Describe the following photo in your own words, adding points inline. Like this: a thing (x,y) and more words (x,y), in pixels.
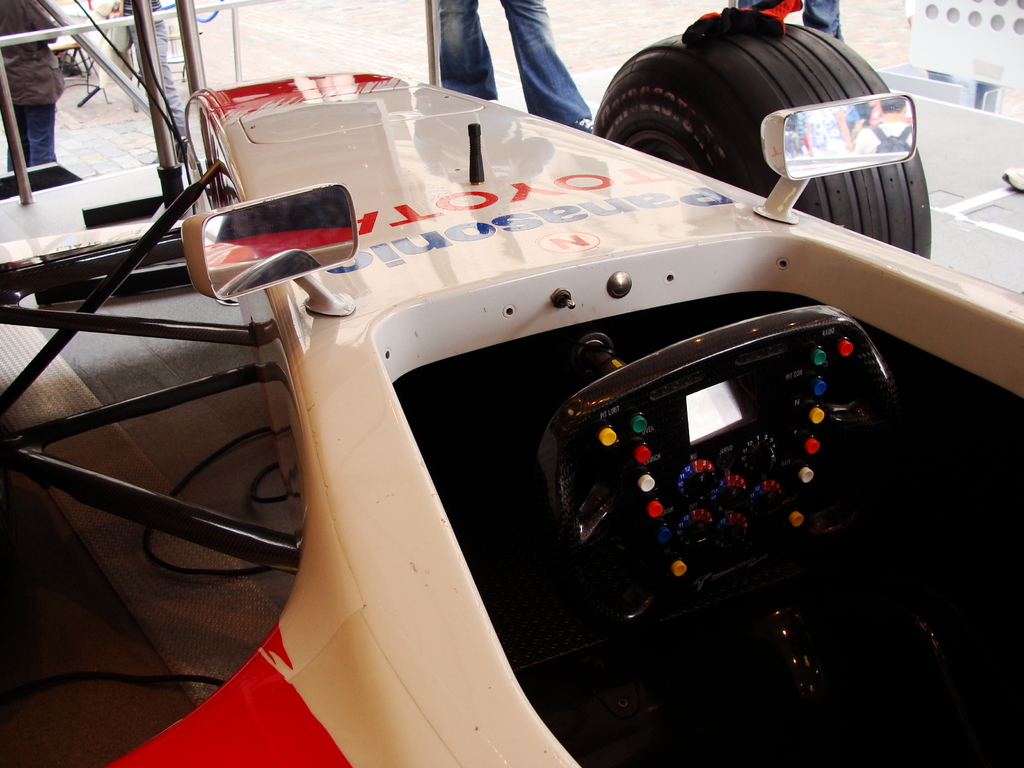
In the picture we can see a sport racing vehicle (565,618) and to it we can see a tire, steering (765,528), in it we can see some buttons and speed-o-meters (725,495) and in front of the vehicle (700,338) we can see some person (540,79) standing.
